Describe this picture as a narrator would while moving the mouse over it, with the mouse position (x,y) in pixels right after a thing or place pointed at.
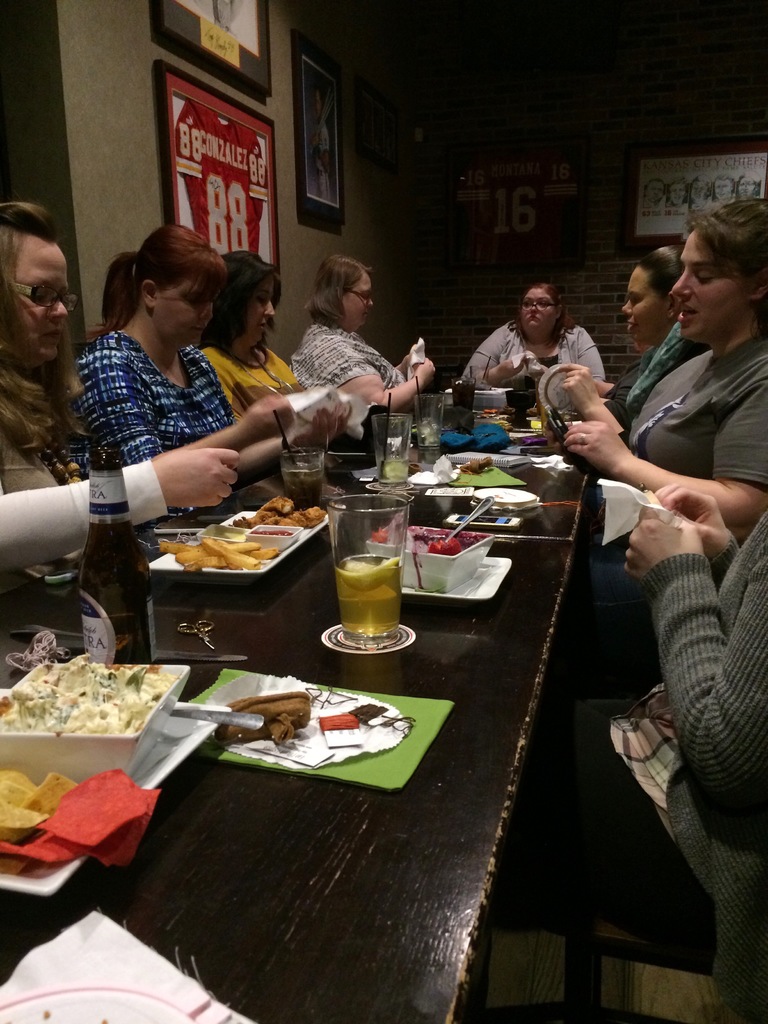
In this image I can see a group of people (210,363) are sitting in front of a table (378,687). On the table (461,651) I can see there are few bottles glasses (368,611) and other objects (368,706) on it.
